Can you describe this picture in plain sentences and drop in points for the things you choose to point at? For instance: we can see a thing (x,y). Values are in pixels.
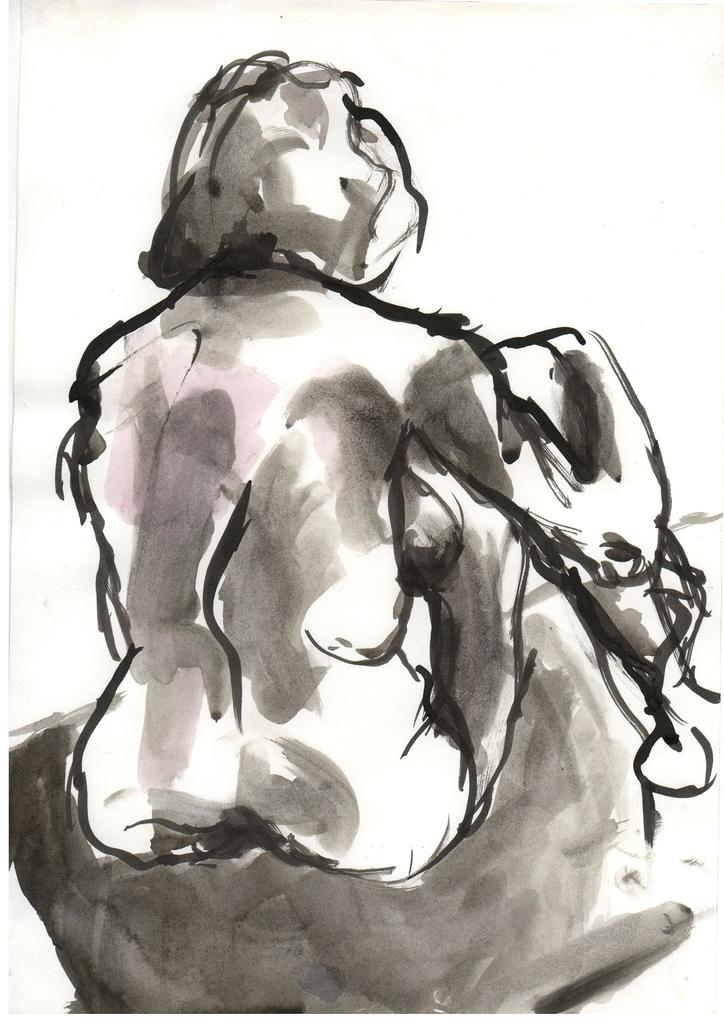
In the picture we can see some sketch (303,628).
